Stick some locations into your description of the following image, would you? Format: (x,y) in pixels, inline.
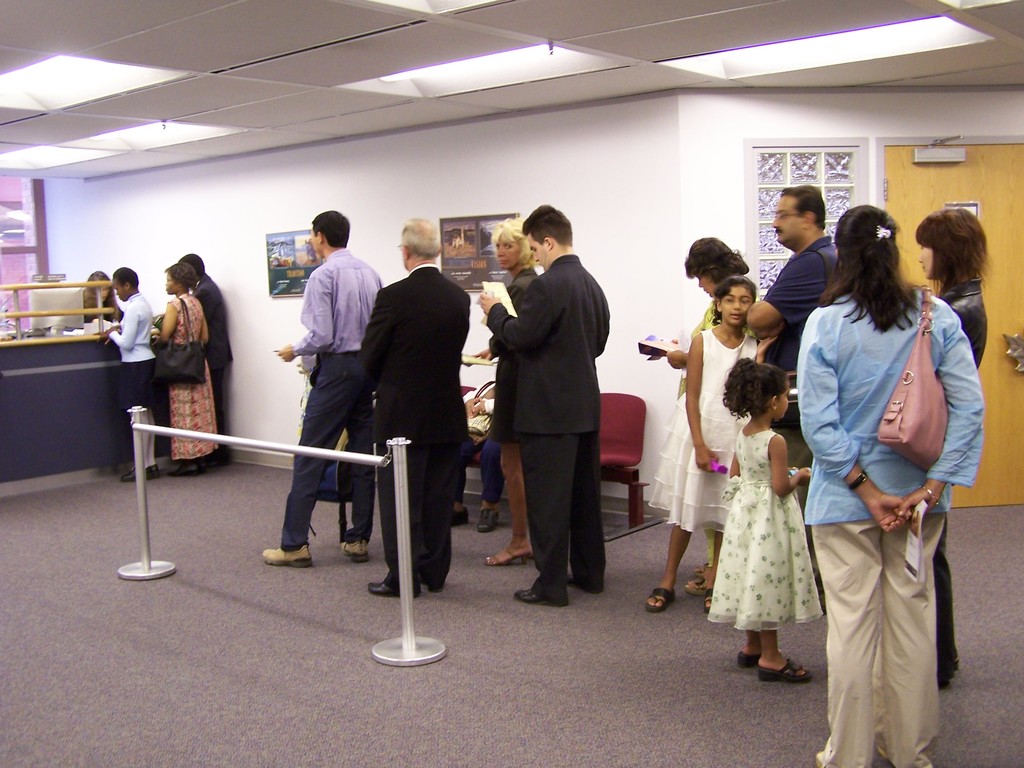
In the center of the image (470,444) we can see one person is sitting and a few people (773,468) are standing and they are in different costumes (836,495). Among them, we can see a few people (686,424) are holding some objects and a few people (801,381) are wearing bags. And we can see one bench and poles (397,515). And we can see one rod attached to the poles (404,564). In the background (429,192) there is a wall (473,200), fence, door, monitor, lights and a few other objects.
